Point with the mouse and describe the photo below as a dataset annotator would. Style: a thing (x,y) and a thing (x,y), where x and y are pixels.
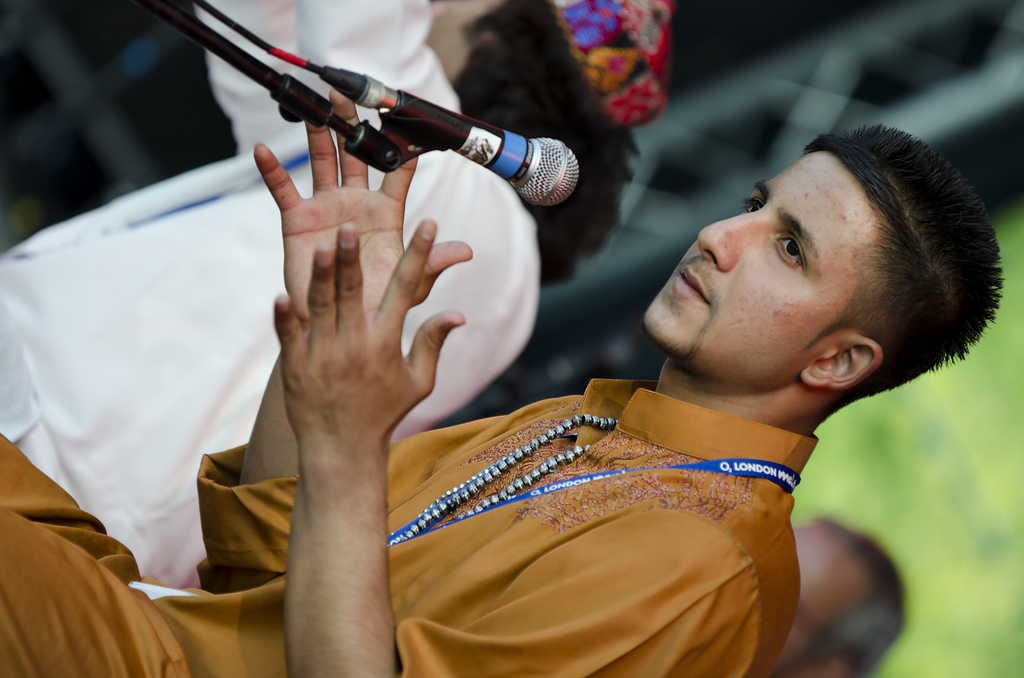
In this image, we can see a boy (731,498) sitting, there is a microphone (375,105) and there are some people (812,643) sitting.
